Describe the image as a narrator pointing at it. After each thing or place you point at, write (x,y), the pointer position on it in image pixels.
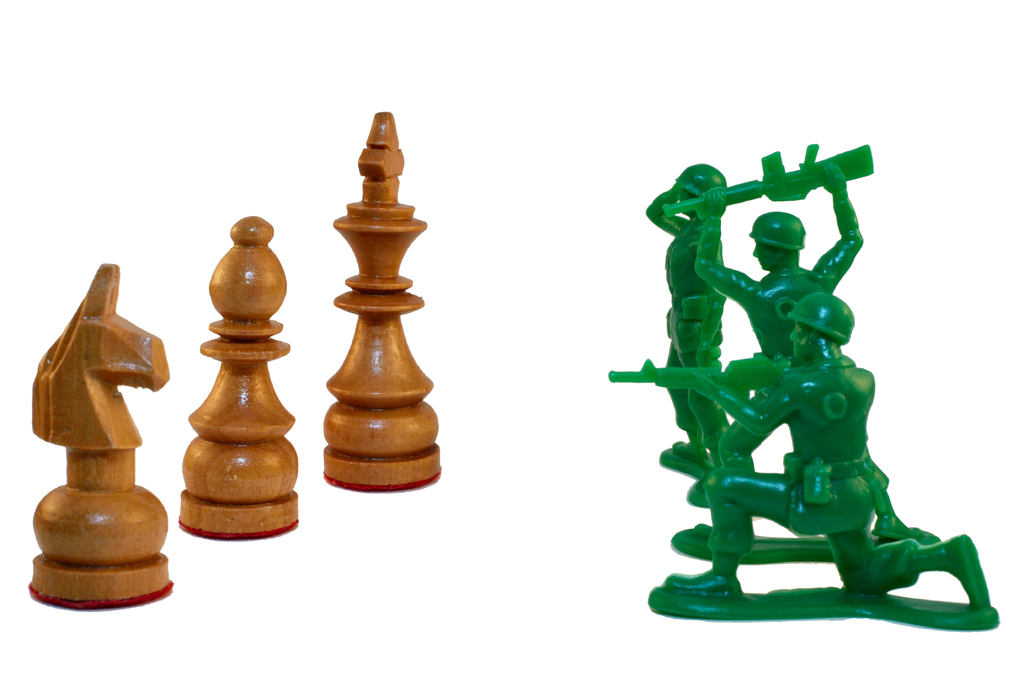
In the picture we can see chess pawns (95,530) which are brown in color and besides it we can see some green color person dolls (678,359) holding guns (703,370).
